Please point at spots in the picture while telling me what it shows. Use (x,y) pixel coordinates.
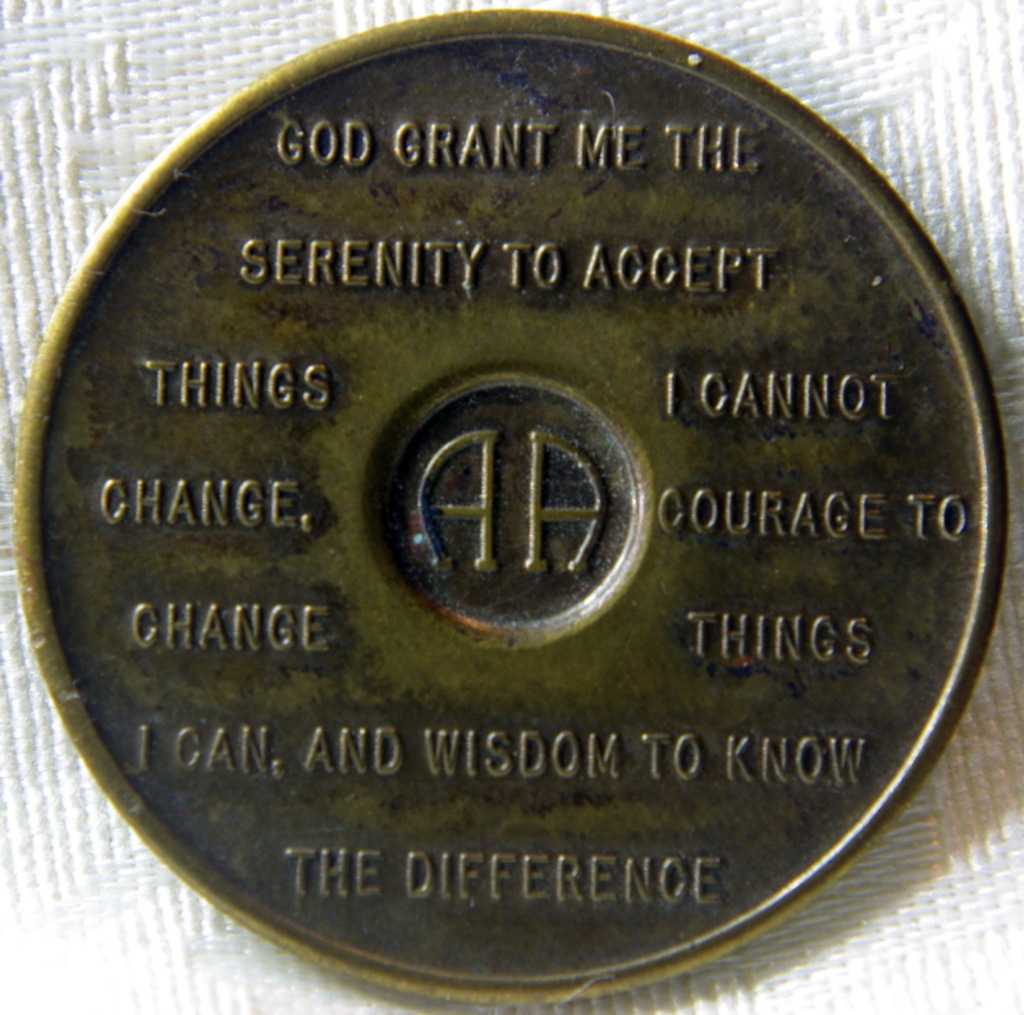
In this image I can see the coin (401,192) and there are many words (428,549) printed. It is on the white color surface (7,89).
